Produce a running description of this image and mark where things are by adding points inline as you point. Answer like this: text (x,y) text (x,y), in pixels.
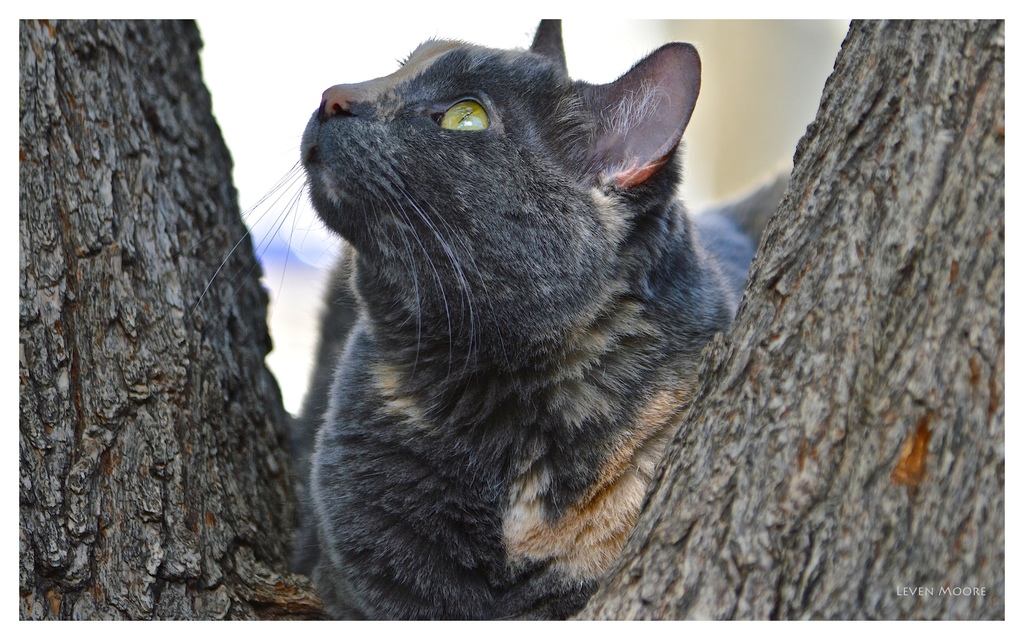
In this image I can see a cat (711,208) which is in black and gray color, and the cat (565,232) is sitting on the trunk (214,416).
